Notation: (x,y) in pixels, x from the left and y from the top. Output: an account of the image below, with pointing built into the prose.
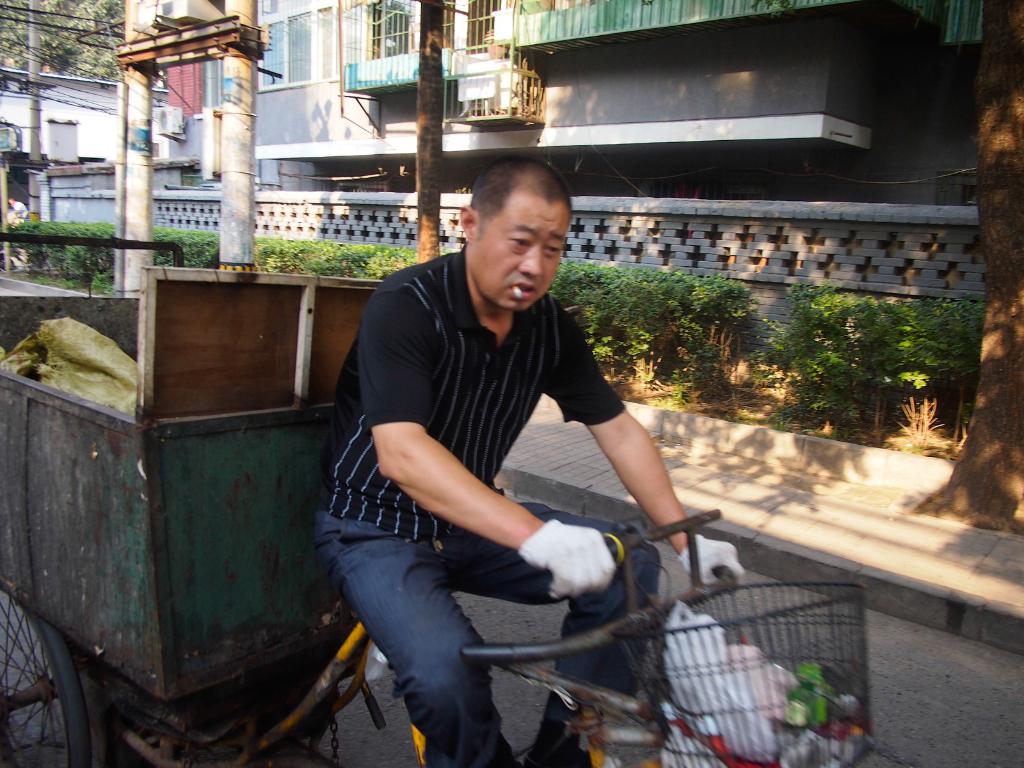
In this image in front (439,687) there is a person (440,669) cycling on the road (916,677). Beside him there is a pavement (851,503). There are plants (801,333). There are current poles (245,208). In the background of the image (453,100) there are buildings (284,72), trees (83,46).
